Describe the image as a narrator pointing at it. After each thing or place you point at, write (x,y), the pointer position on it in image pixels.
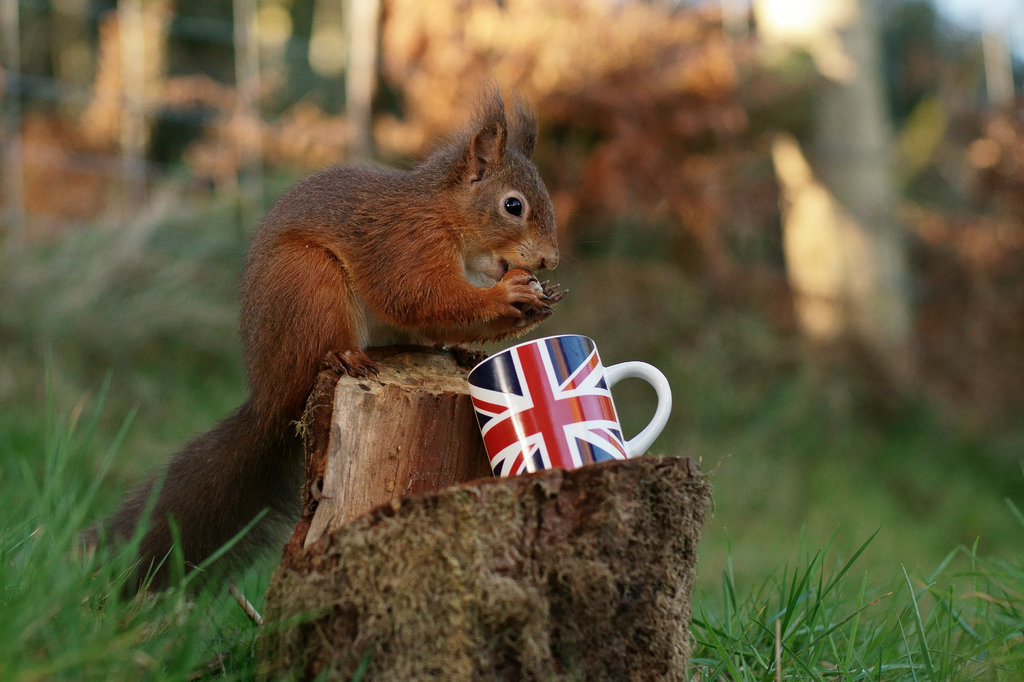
In this picture there is a squirrel (403,268) who is eating a nut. He is standing near to the grass (168,675). On this wood (395,652) we can see the cup (668,417). In the background (756,213) we can see many trees (813,139). In the top right corner (1002,10) there is a sky (974,26).
